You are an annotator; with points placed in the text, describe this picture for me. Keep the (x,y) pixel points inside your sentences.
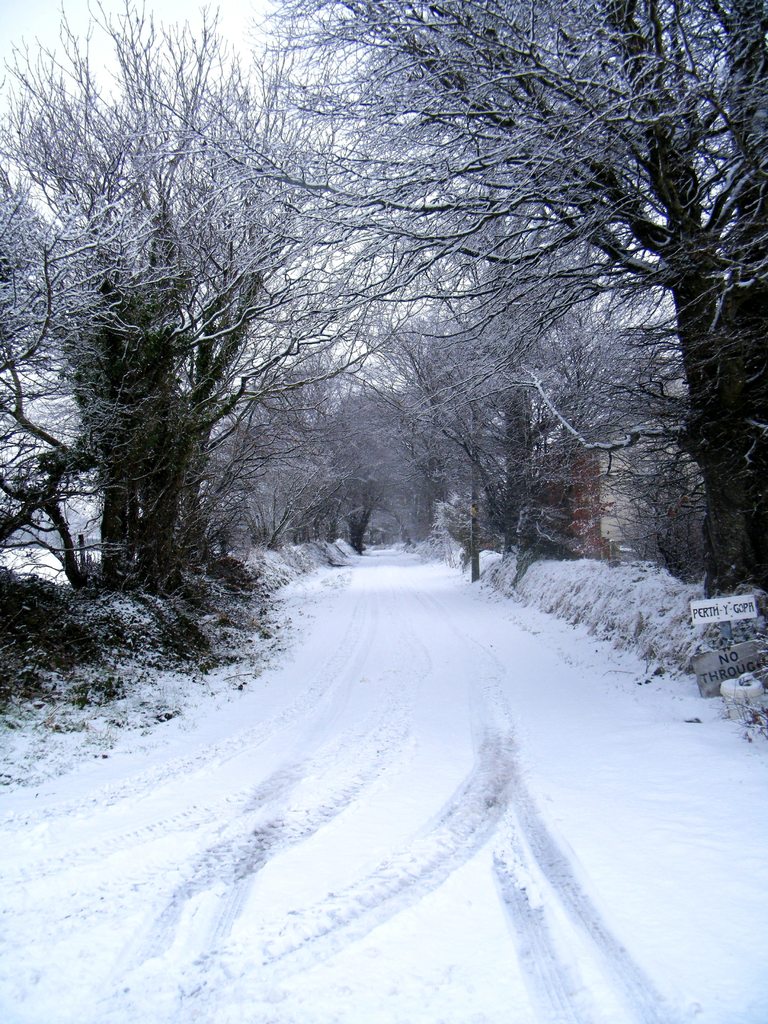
In this image there are trees (355,406), snow (421,719), sky (25,12) and boards (739,604). Something is written on the boards (719,610). Land (369,666) is covered with snow (343,848).
